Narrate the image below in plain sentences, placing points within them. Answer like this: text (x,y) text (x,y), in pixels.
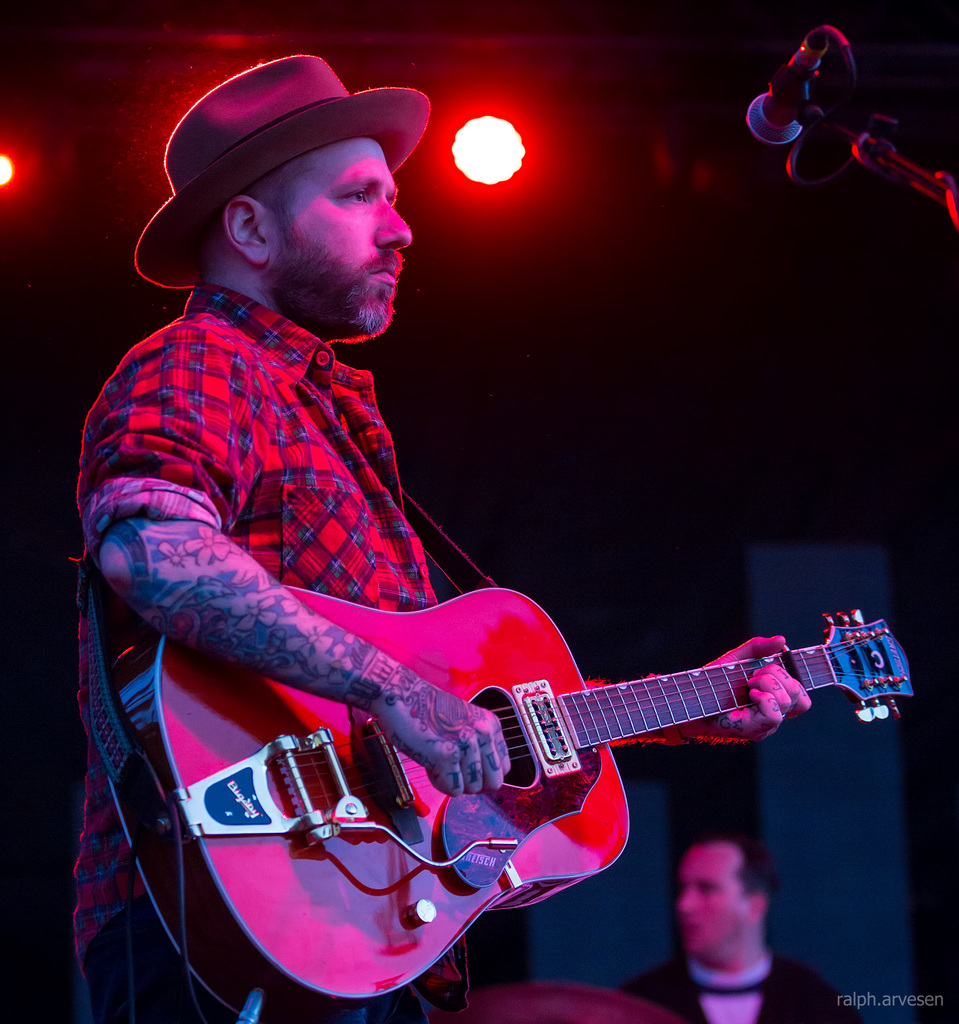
In this image i can see a man (253,345) who is wearing a hat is playing guitar (465,651) in his hands (415,722), in front of the microphone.
